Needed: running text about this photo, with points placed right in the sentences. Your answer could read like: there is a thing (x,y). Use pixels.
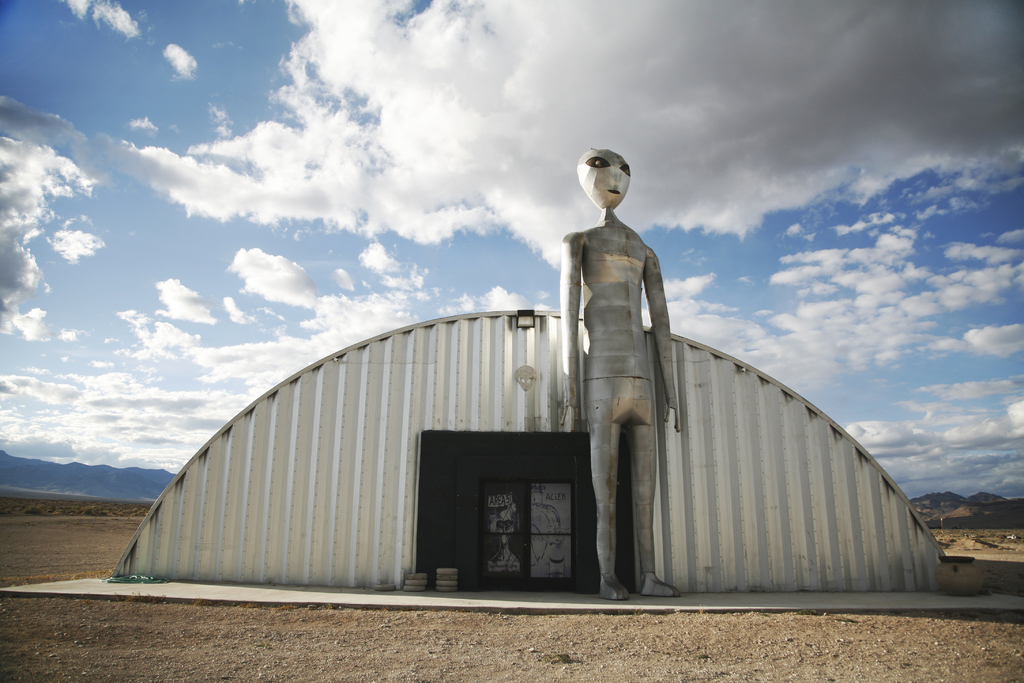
In this image I can see the ground (447,648), a shed (323,489) which is made up of metal (368,392) and in front of the shed (786,495) I can see a metal statue (639,500) which is silver in color. In the background (117,442) I can see few mountains (966,516) and the sky (506,173).
